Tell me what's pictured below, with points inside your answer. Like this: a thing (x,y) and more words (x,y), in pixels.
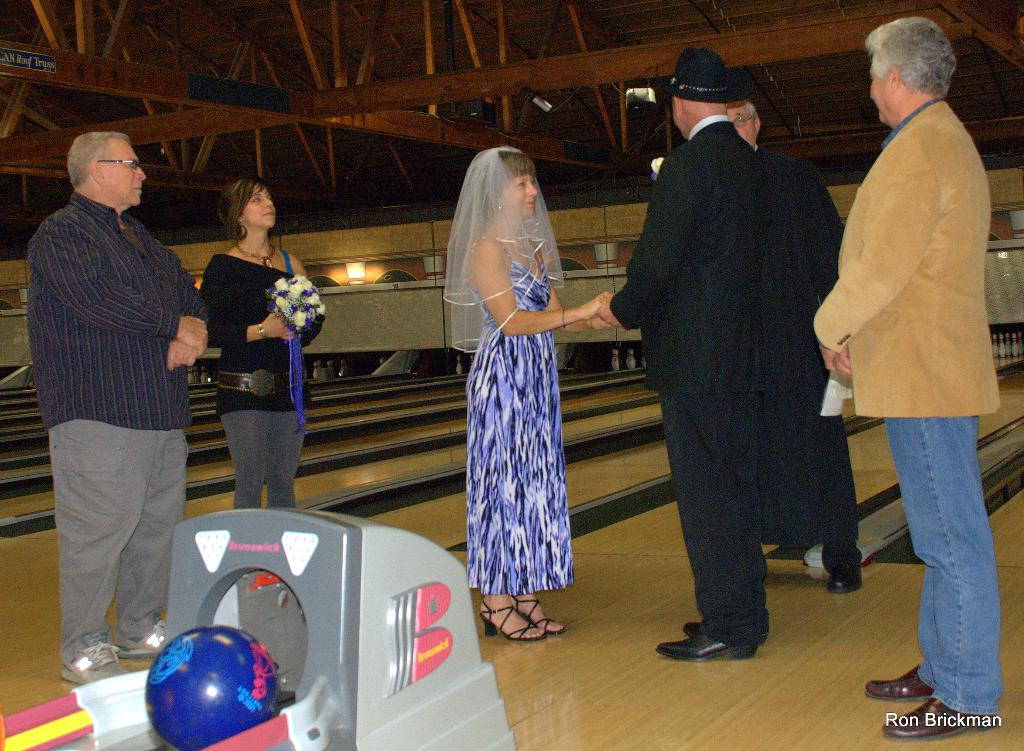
In this picture we can see there are six people (537,415) standing on the floor (671,588) and a woman (257,383) is holding a bouquet (290,358) and on the left side of the people (261,279) there is a ball (163,685) on an object (304,715). Behind the people (841,471) there is a light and at the top (102,83) there are iron rods (671,53).
